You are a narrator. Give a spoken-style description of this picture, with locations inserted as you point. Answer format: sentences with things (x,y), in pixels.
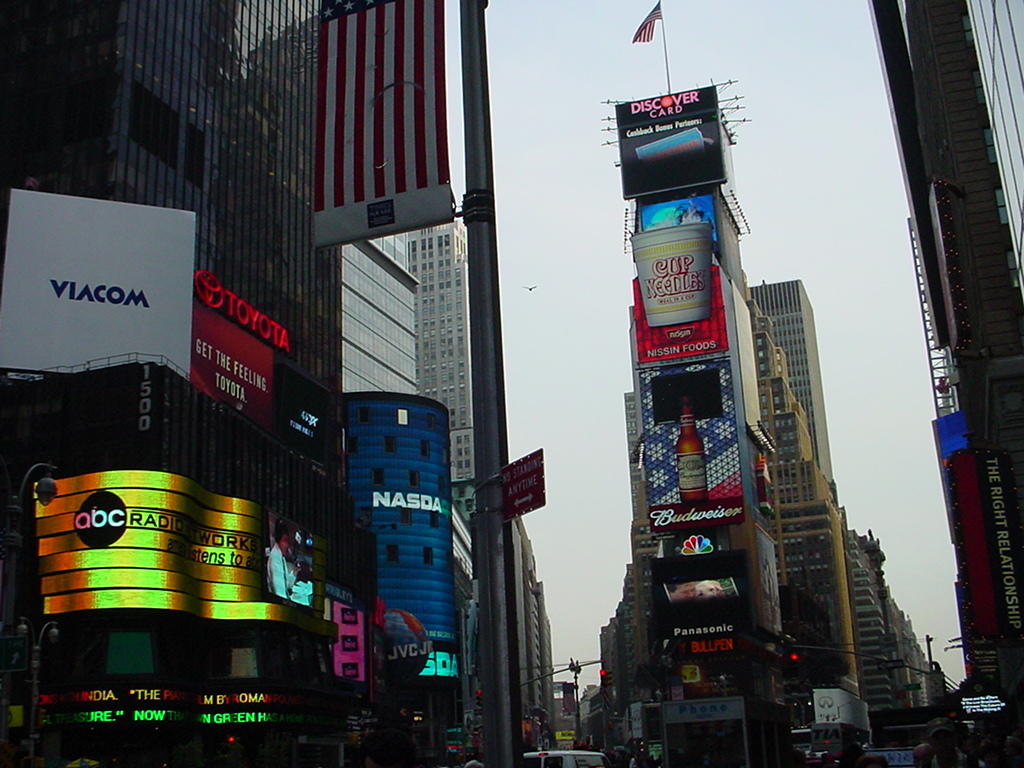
In this image I can see few vehicles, few persons (964,744), few poles (921,671), few boards (381,642), few screens (271,515) and few buildings (431,358). I can see a flag (348,234) on the building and in the background (496,188) I can see the sky (598,302) and a bird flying in the air (582,326).
